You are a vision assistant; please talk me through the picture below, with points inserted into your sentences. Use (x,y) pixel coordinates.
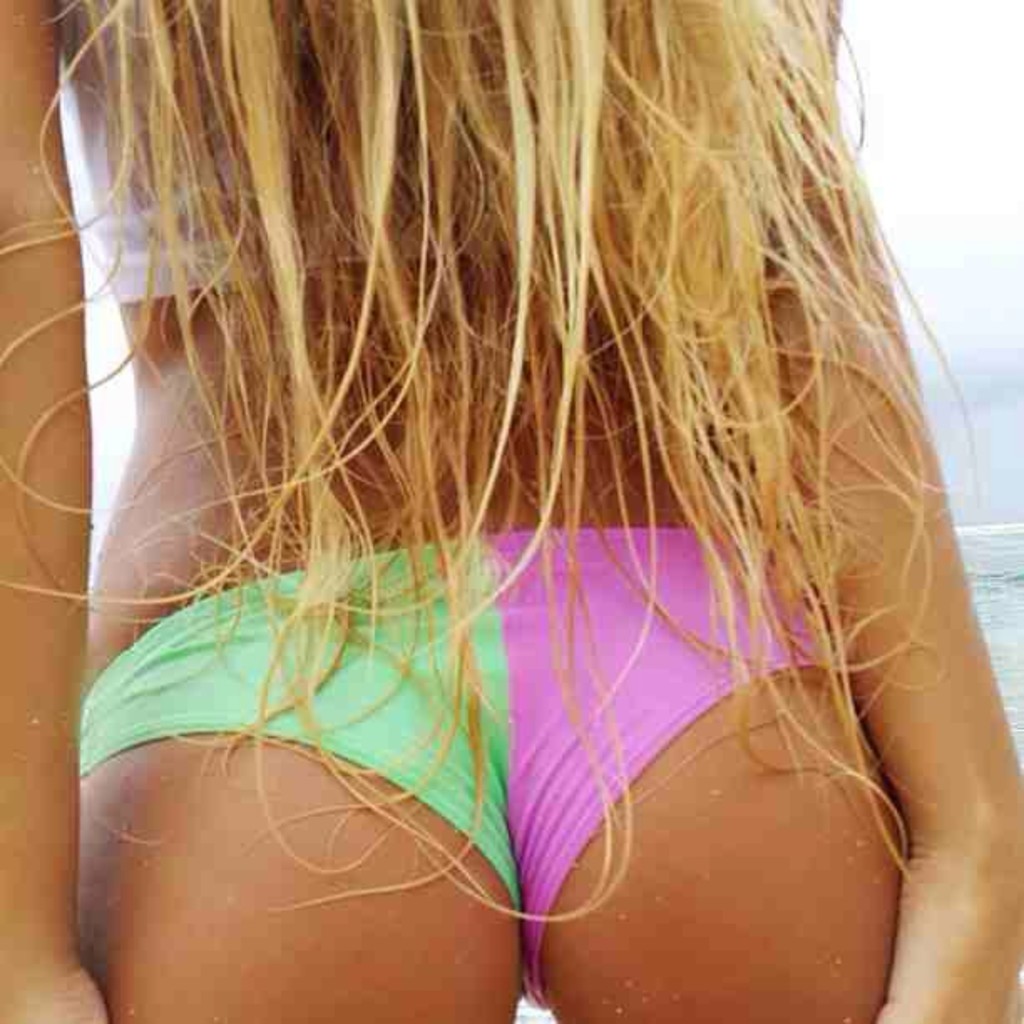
In this picture we can see a woman (726,575), water (986,556) and in the background (930,233) we can see the sky (932,218).
